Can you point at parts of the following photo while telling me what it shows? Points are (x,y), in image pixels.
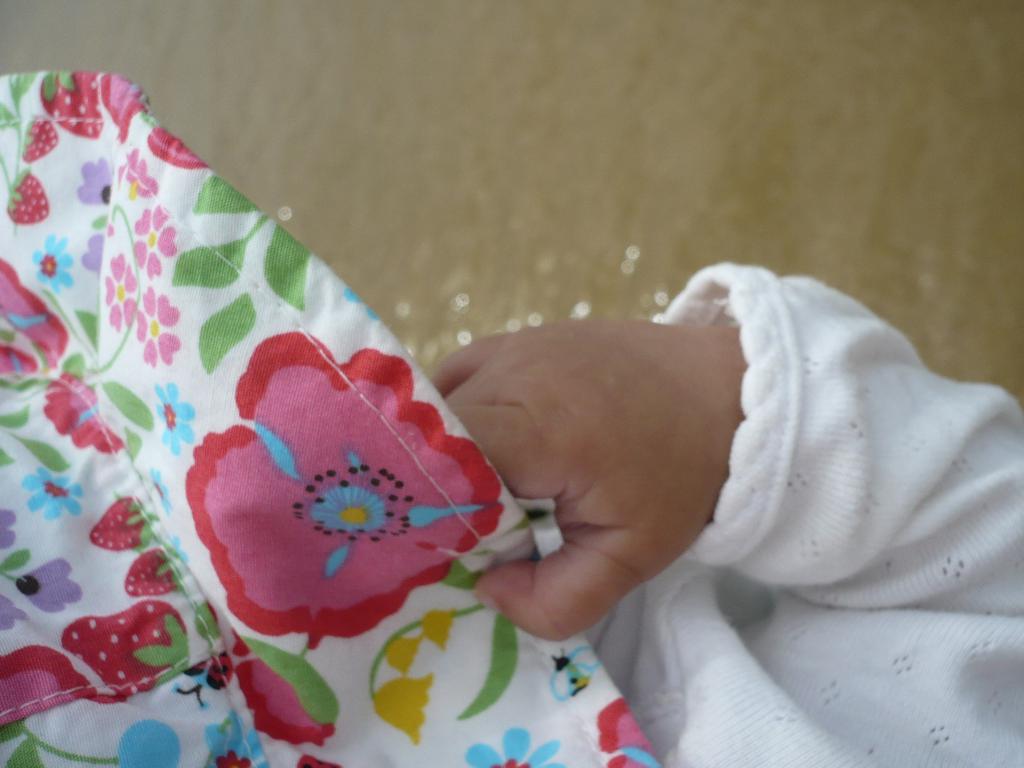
In this picture I can see a person's hand (591,415) who is holding a cloth (124,391), on which there are designs (40,264) and I see that the person (653,457) is wearing white color dress (868,559). In the background (345,86) I see the brown color surface (527,137).
